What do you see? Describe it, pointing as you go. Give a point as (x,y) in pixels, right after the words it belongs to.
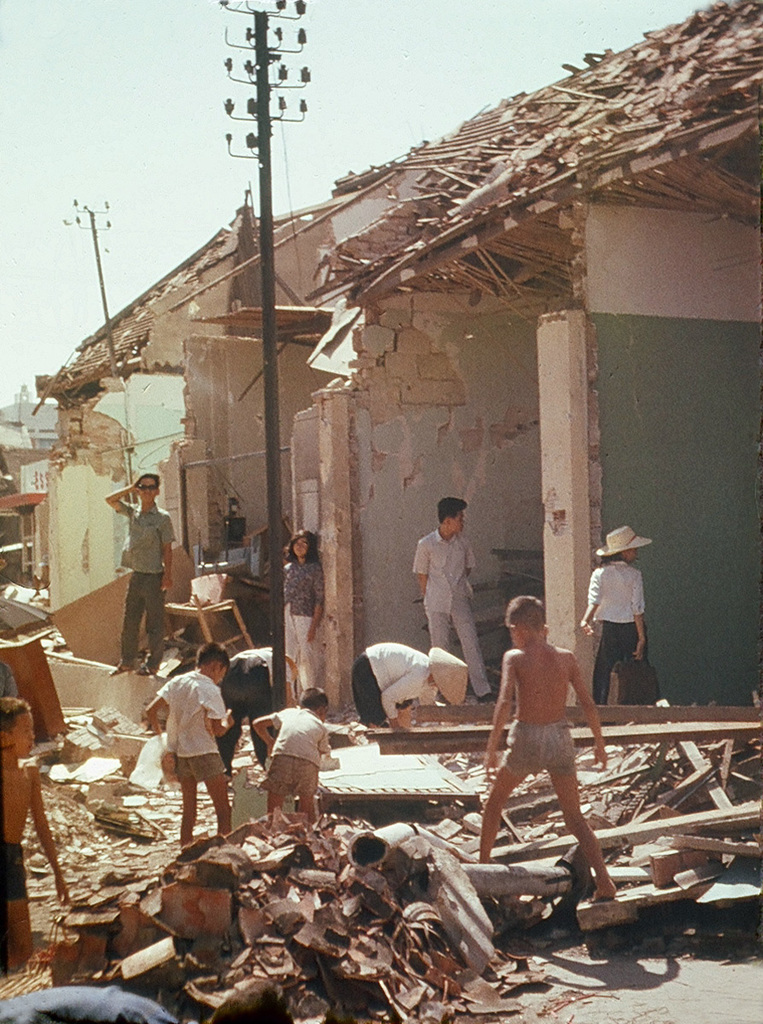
This image is taken outdoors. At the top of the image (120,107) there is the sky (391,90). At the bottom of the image (592,988) there is a ground (614,973). In the middle of the image (336,564) a few kids (216,656) are standing and there are a few collapsed houses (85,598) on the ground (327,902). There are a few bricks (293,862) and wooden sticks (623,762) on the ground (571,985). In the background (384,434) there are few collapsed houses (82,483) with walls (89,433) and there are two poles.
